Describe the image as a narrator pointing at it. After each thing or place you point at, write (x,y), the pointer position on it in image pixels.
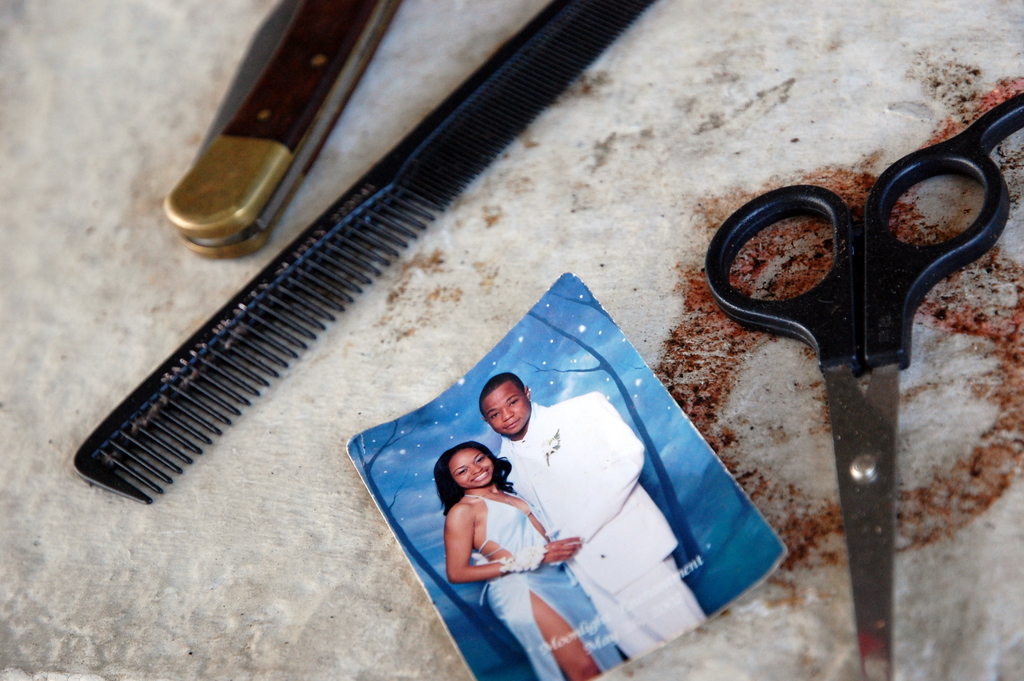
In this image I see a black comb (312,275), a scissor (960,240) and a photo (633,460) of a man (546,504) and a woman (485,532) and I see that both of them are smiling and I see a thing (301,120) over here and these all things (604,478) are on a white surface (403,292) and it is a bit red over here.
